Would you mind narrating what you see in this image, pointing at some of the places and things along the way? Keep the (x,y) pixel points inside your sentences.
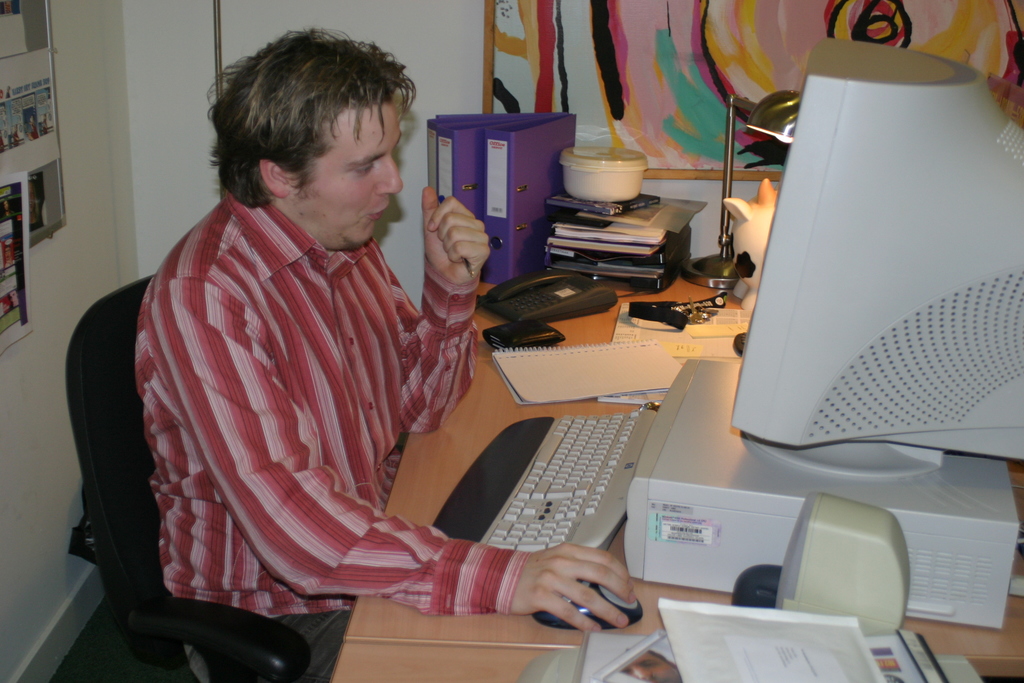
In the image we can see there is a man (328,293) who is sitting on chair (98,414) and in front of him there is a monitor (830,358), keyboard (624,468), mouse (584,620) and a telephone (564,306).
